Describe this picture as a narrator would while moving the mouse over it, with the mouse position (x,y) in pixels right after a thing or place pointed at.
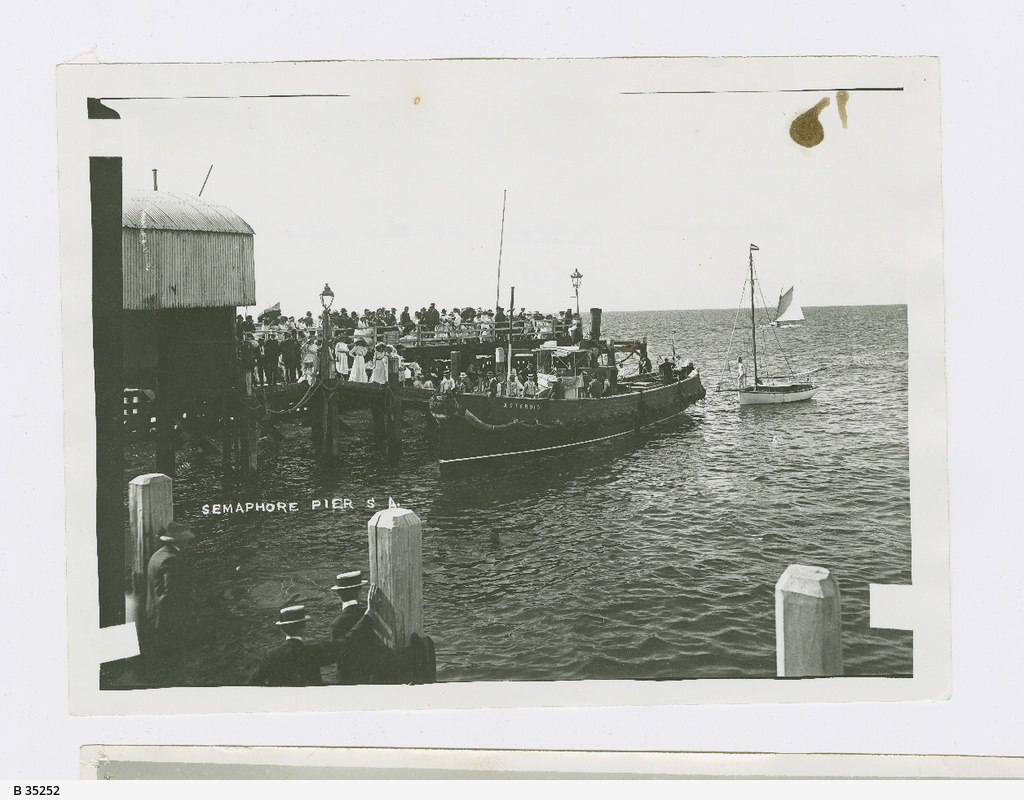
In the image we can see a picture (783,656), in the picture (306,674) we can see some water (370,436). Above the water (346,436) we can see some ships (550,370), in the ships (535,370) few people (365,327) are there. In the bottom left corner of the image (180,648) few people (162,635) are standing and there are some poles (150,505).
